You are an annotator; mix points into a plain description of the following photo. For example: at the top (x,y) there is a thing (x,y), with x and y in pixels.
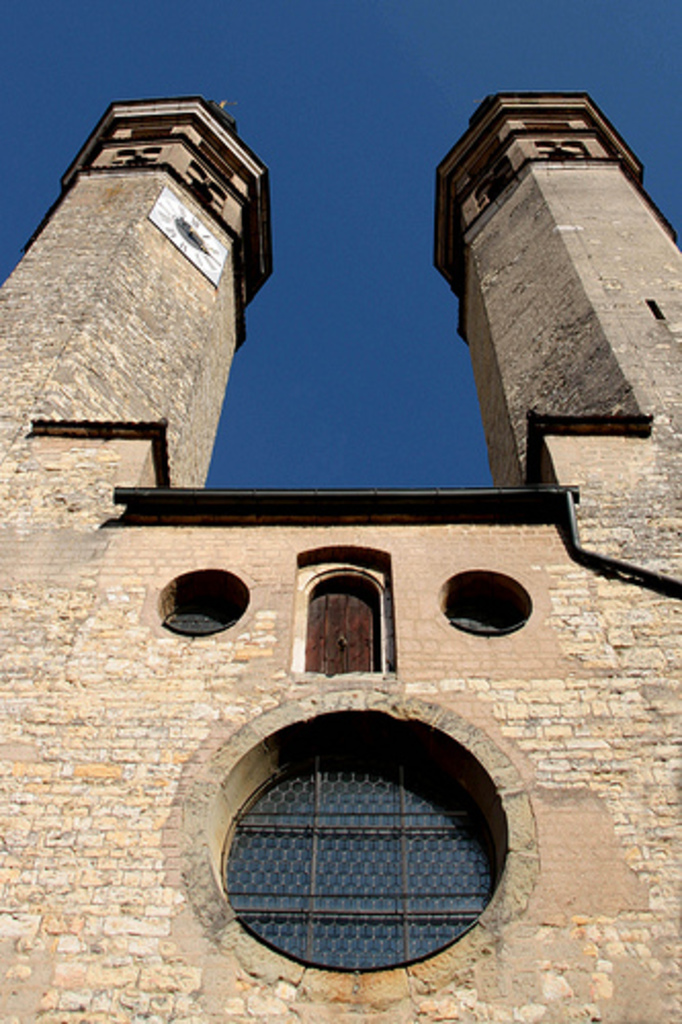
In this picture there is a monument (130,767). On the left (219,289) there is a clock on the tower (174,188). In the center (354,612) there is a door (351,657), beside that we can see three window circles (337,737). At the top (369,63) there is a sky (98,101).
